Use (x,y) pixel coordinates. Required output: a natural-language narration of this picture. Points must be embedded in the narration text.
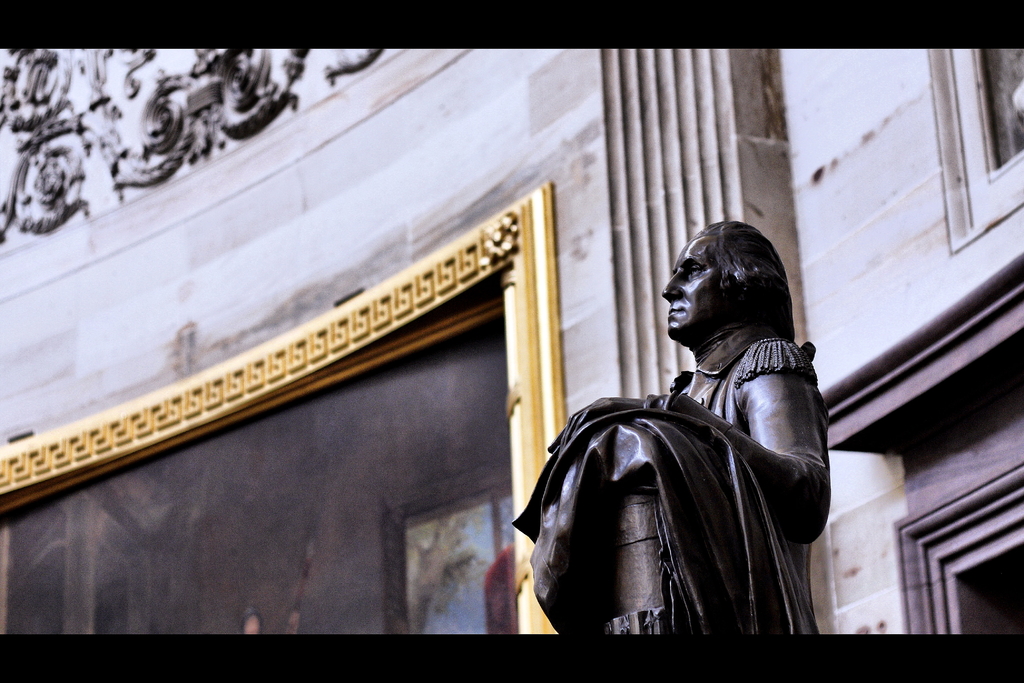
In this image I see the wall (855,278) and I see designs (200,108) over here and I see a sculpture of a man (735,367) over here, which is of black in color and I see the frame (318,373) over here which is of golden in color and I see a picture (289,529).
